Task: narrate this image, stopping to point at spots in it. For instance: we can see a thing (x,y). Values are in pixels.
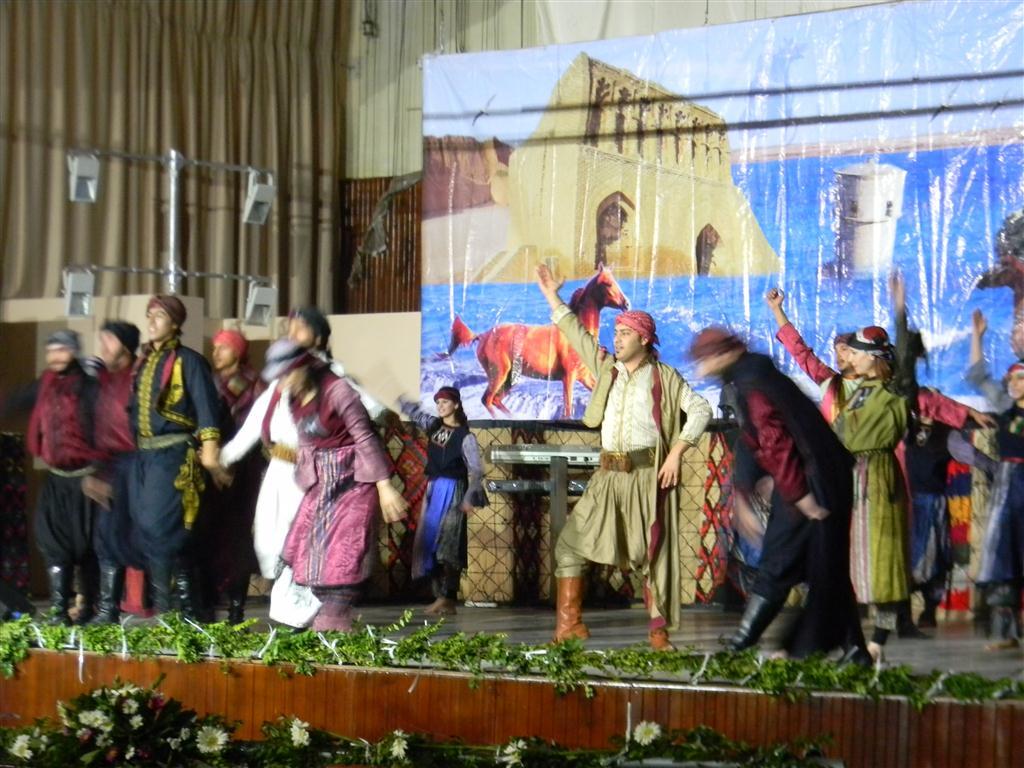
This image is taken indoors. At the bottom of the image (311,709) there is a dais (696,705) and there are a few bouquets (194,727) with flowers (402,745) and there is a creeper (595,666) with green leaves (201,644). In the background (383,144) there is a wall (371,150). There are a few curtains (70,64) and there is a banner (509,306) with a few images (752,221) on it. In the middle of the image (347,422) a few people (183,442) are standing on the dais (452,720) and a few are performing. On the left side of the image (171,162) there is a stand (171,181) with a few lights (90,168) and there is a curtain (130,72).
